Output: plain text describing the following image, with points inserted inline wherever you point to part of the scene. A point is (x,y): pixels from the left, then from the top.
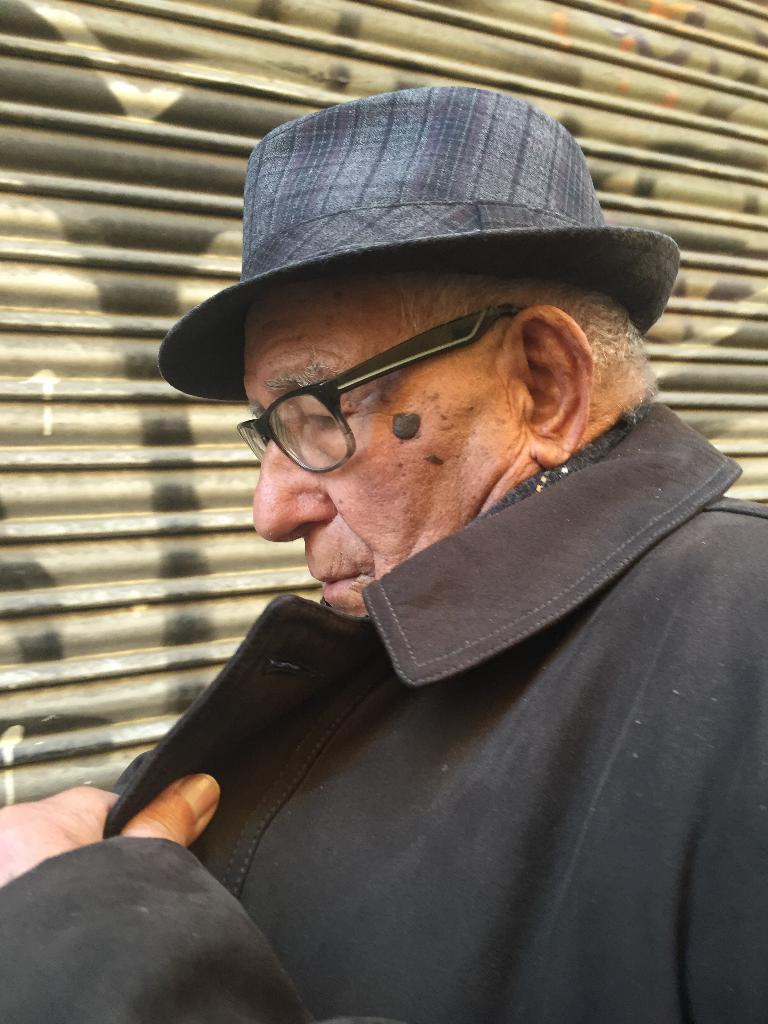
This image consists of a man (392,729). He is wearing jacket (387,798), specs (317,459), and a hat (255,247). Jacket (391,619) is in black color. There is a shutter (109,360) behind him.
